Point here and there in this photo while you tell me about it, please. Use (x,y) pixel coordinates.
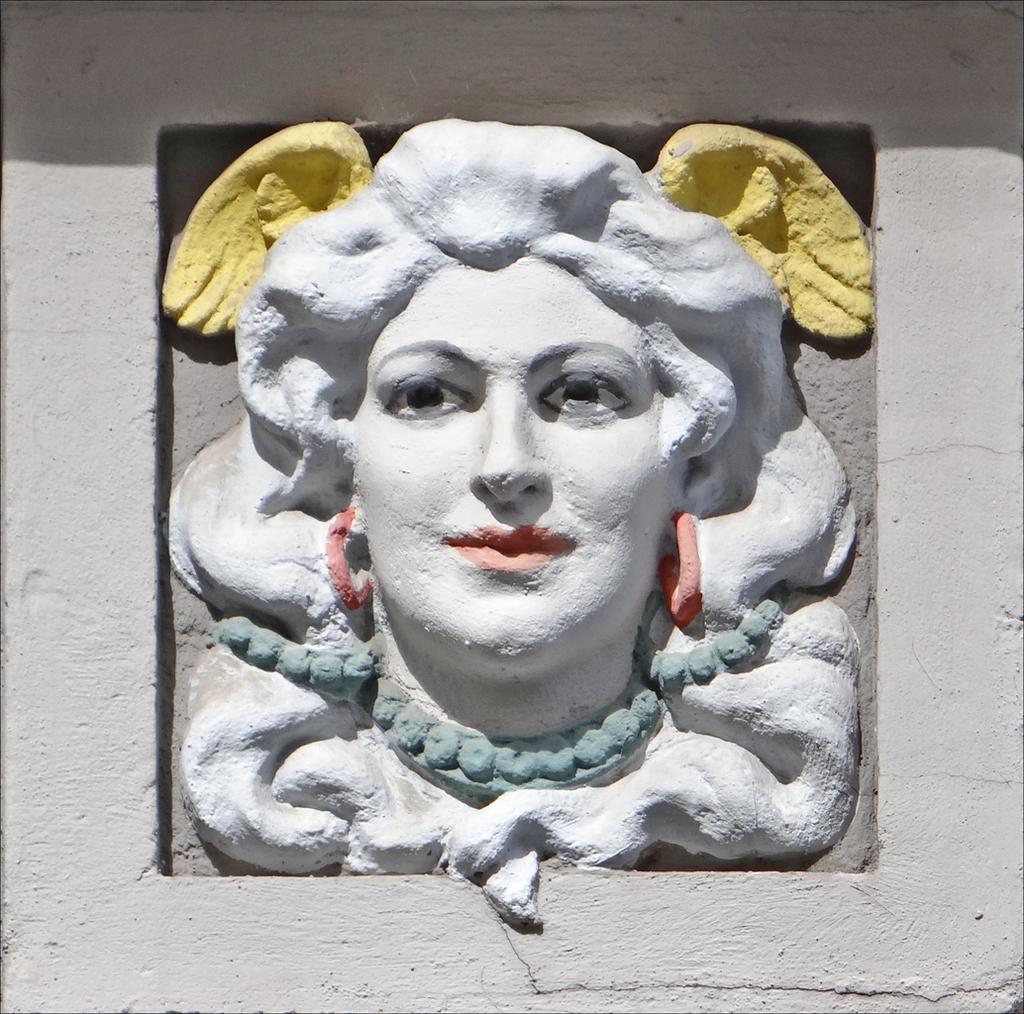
In this image I see a sculpture (387,421) which is off white, orange, blue and yellow in color and I see the white wall (348,113).
